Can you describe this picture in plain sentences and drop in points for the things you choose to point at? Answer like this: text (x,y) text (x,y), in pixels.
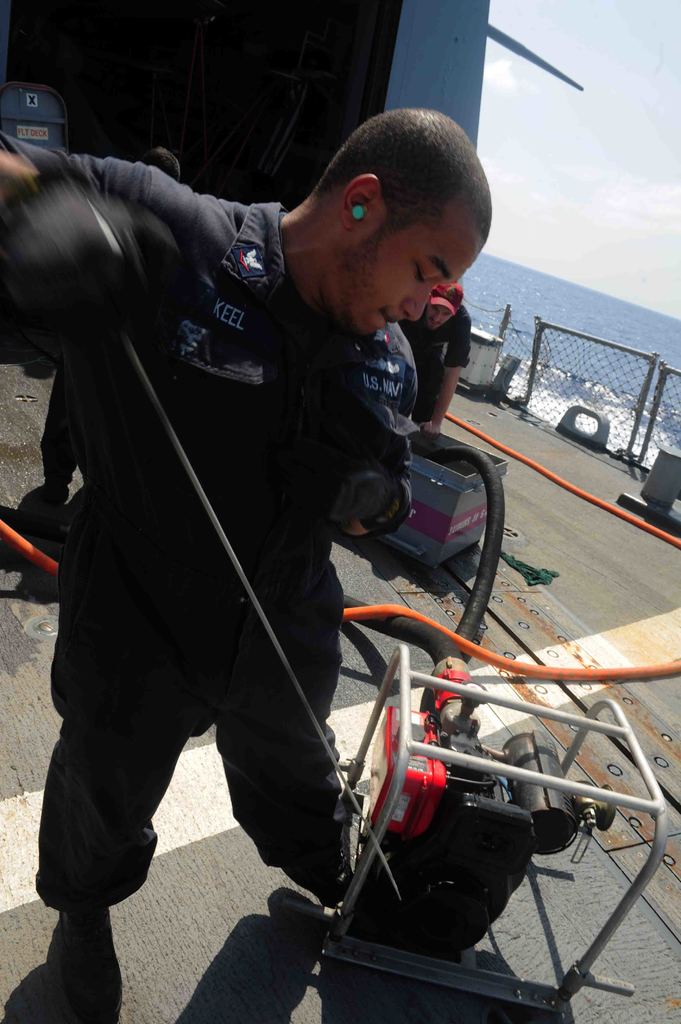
In this image I can see few people (336,418) are standing and I can see the machine (549,773), pipe (489,542) and few objects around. In the background (556,324) I can see the water (546,274) and the fencing (610,361).
